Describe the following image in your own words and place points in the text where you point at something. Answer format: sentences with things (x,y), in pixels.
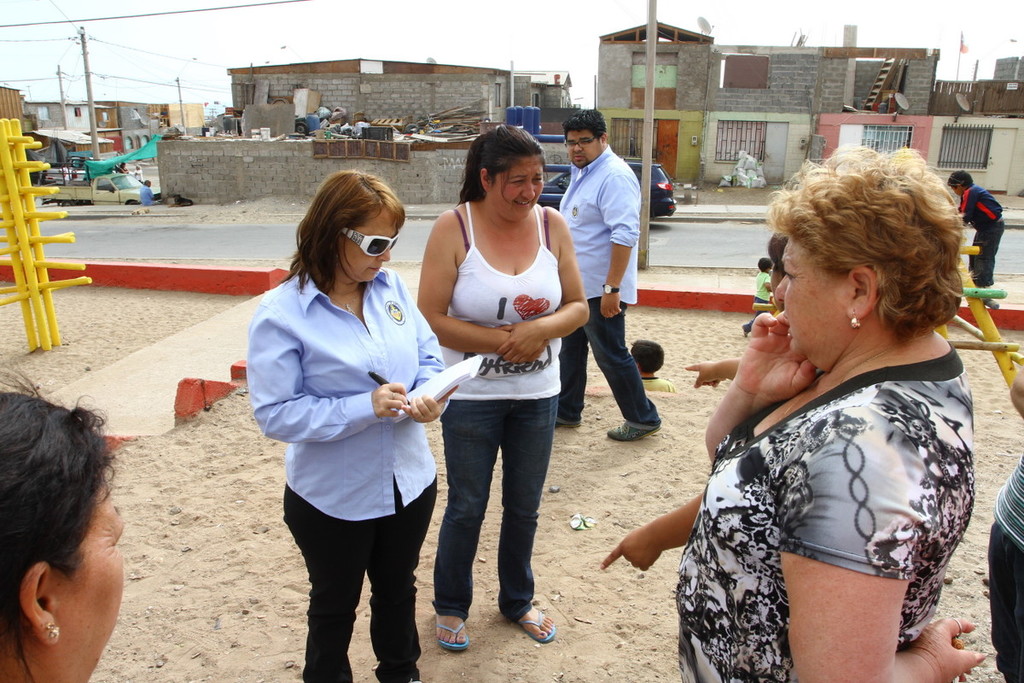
In this image there are persons (543,483) standing in the center (447,361). There is a woman (358,383) standing and holding a book (417,388) and writing something on the book (435,388). In the background (656,167) there are buildings (743,125), there is a car (637,167) moving on the road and there are poles (643,167). On the left side (32,250) there is a pole (24,251) which is yellow in colour.
